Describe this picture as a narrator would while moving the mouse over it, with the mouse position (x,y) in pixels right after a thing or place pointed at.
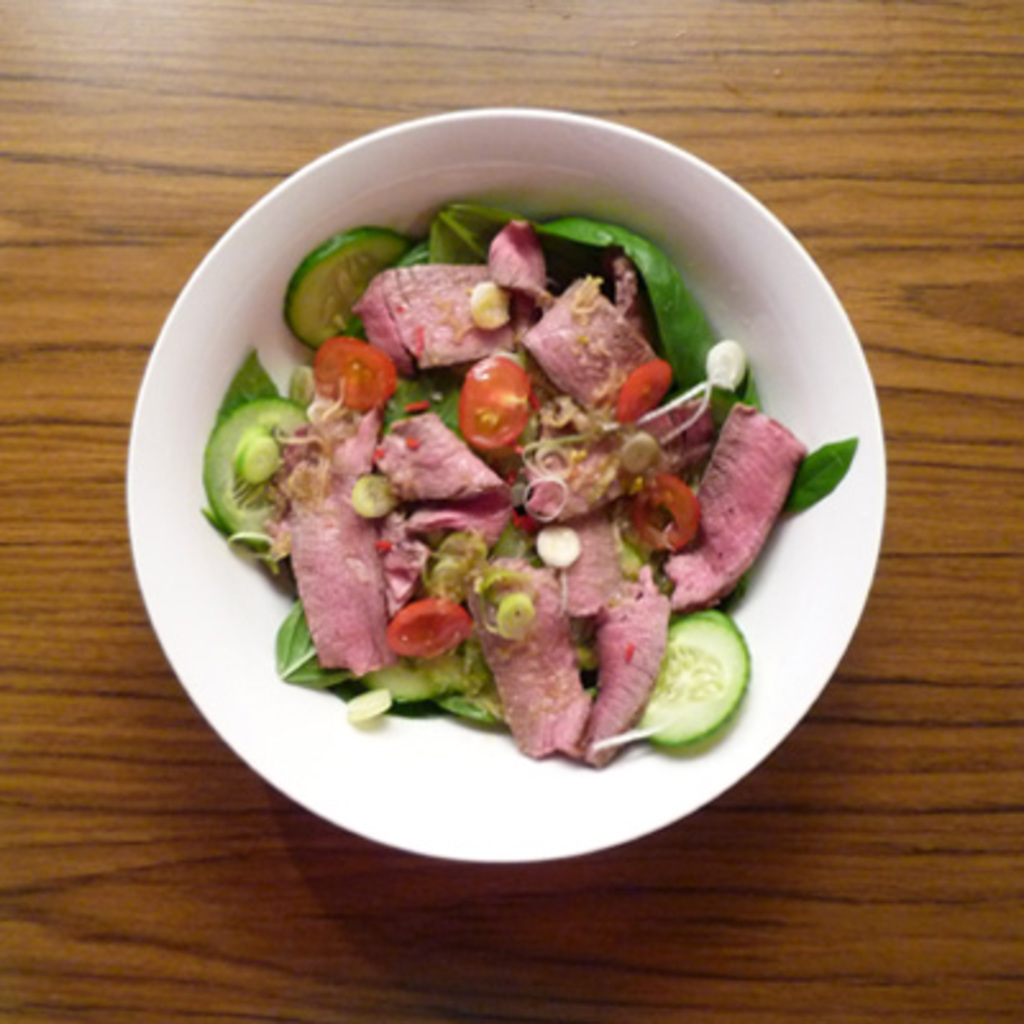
Here we can see bowl (834,626) with food (616,288) on the wooden surface (930,314).
